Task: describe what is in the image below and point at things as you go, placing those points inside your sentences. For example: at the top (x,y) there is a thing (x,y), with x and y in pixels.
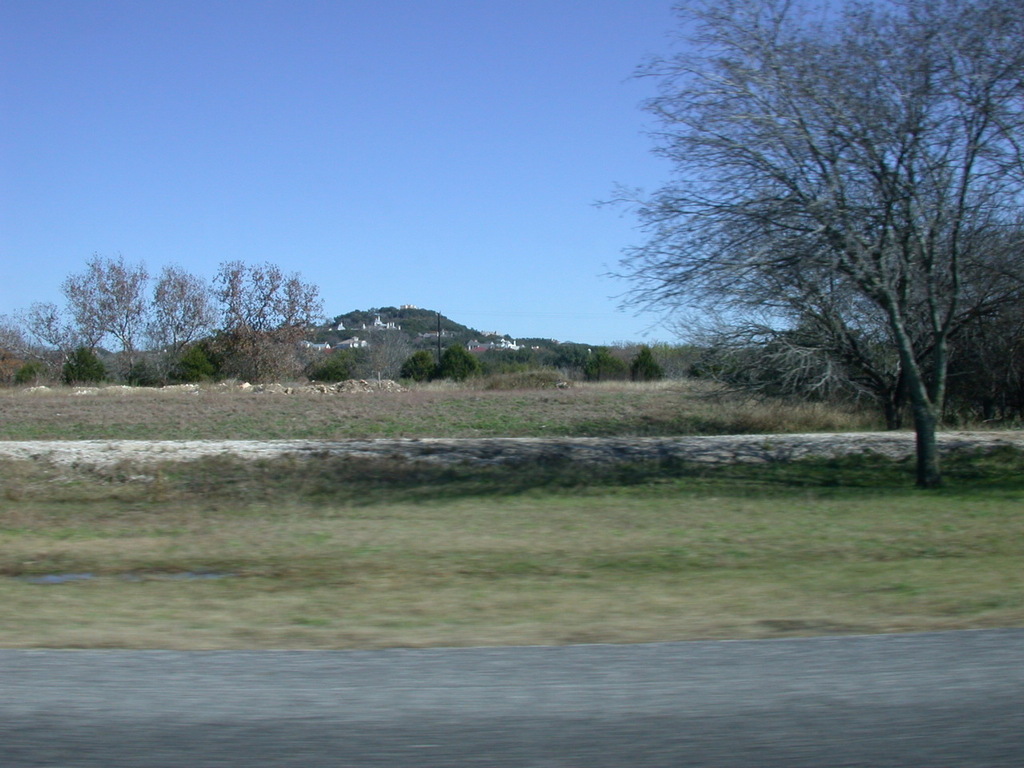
In this image in front (693,691) there is a road (677,692). In the background (534,321) there are buildings (315,345), trees (430,323) and sky (474,106). At the bottom of the image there is grass (550,411) on the surface (501,416).
